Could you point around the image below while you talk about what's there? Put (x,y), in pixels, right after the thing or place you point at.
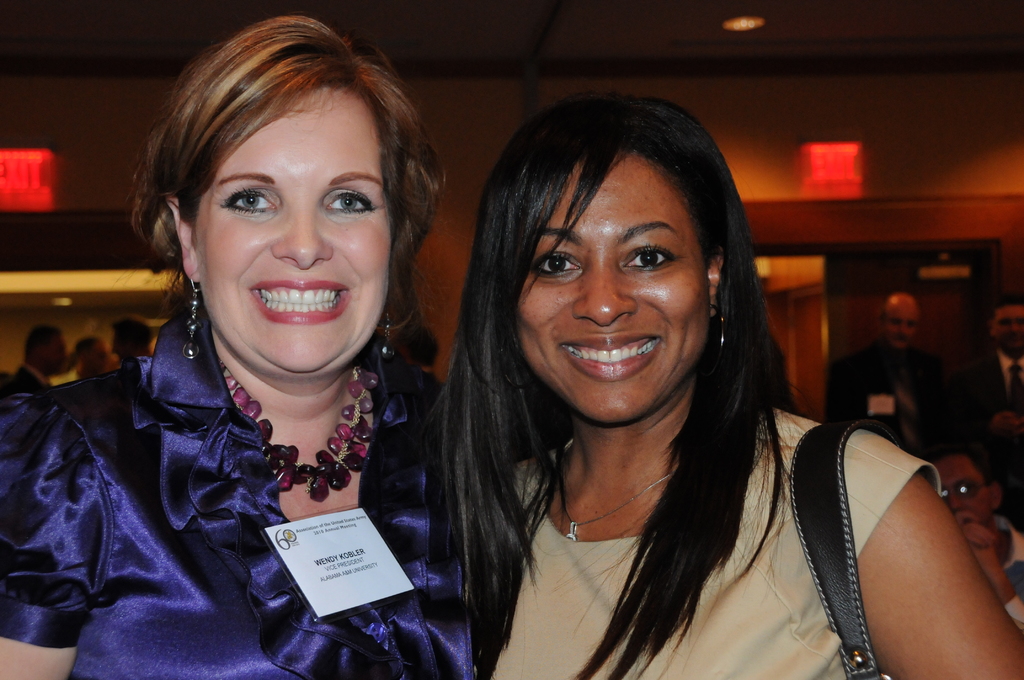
In this image there are two women (298,344) with a smile (603,347) on their face (286,367) are posing for the camera, behind them there are a few other people (1021,369).
